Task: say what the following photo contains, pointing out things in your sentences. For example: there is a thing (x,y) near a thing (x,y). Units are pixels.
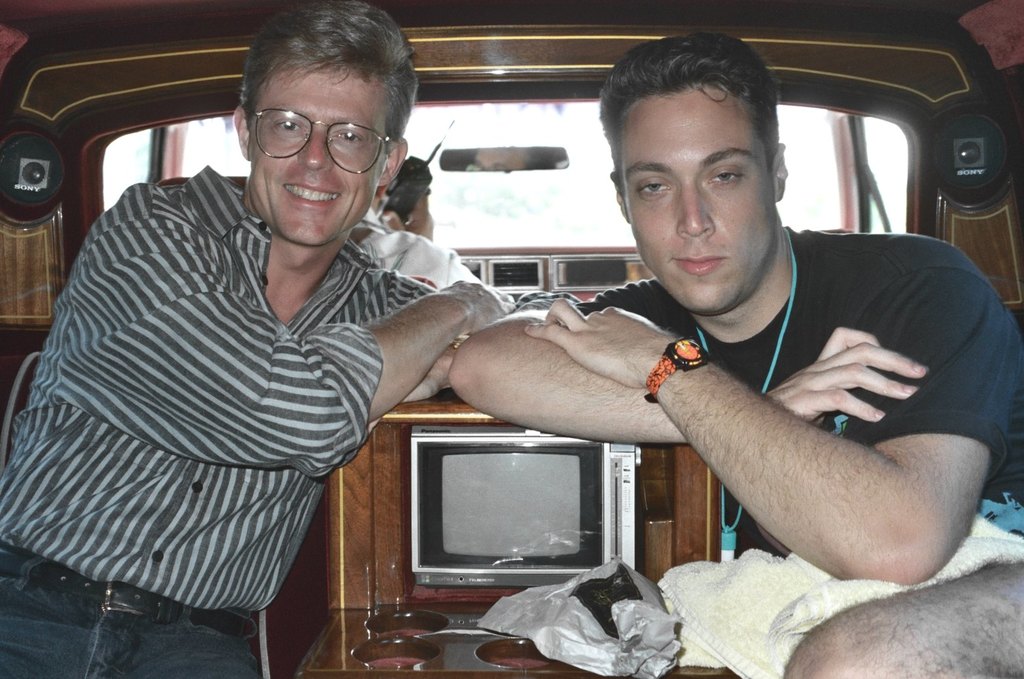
In the image we can see there are two men (725,382) sitting, they are wearing clothes (359,407) and this person (165,391) is wearing spectacles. This is a screen (509,491), wrist watch (650,378), sound box (32,181), mirror (530,154) and an object (405,192). Behind them there is another person (422,248) sitting. This is a vehicle (172,26).
